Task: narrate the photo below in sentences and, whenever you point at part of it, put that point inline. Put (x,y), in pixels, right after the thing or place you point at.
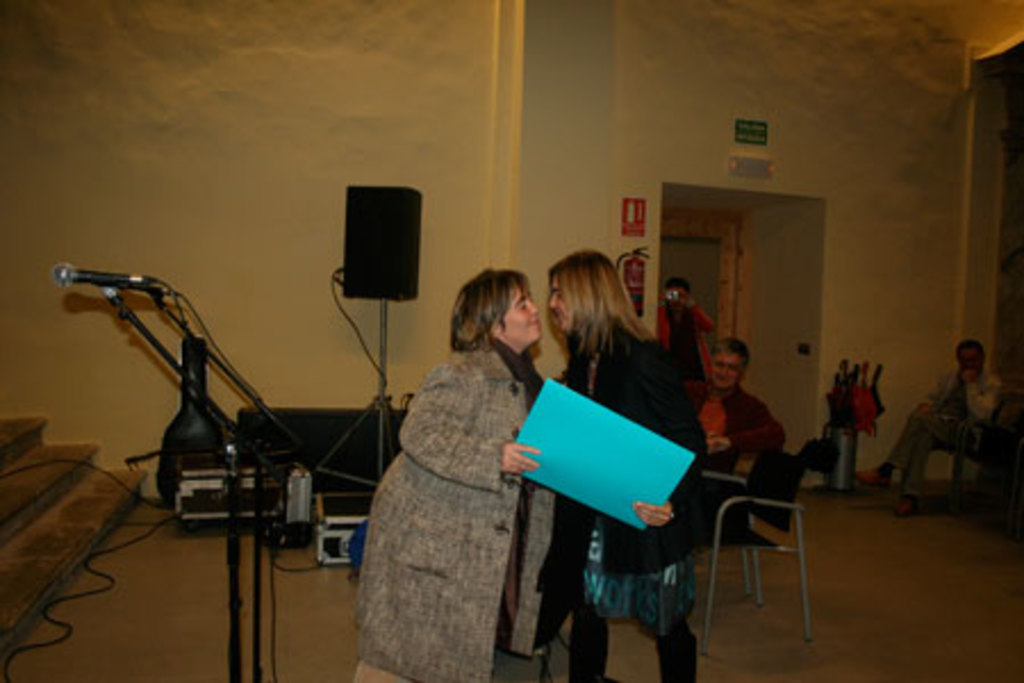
In this image I can see the group of people (665,356) with different color dresses (466,593). I can see few people (735,444) are sitting and few people (544,577) are standing. I can see two people (577,509) holding the blue color object (581,474). To the left (224,511) I can see the mic (231,522), sound system (394,220), wires (336,268) and some objects (267,502). In the background (633,249) I can see the fire extinguisher (629,271) and some boards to the wall (560,27).
